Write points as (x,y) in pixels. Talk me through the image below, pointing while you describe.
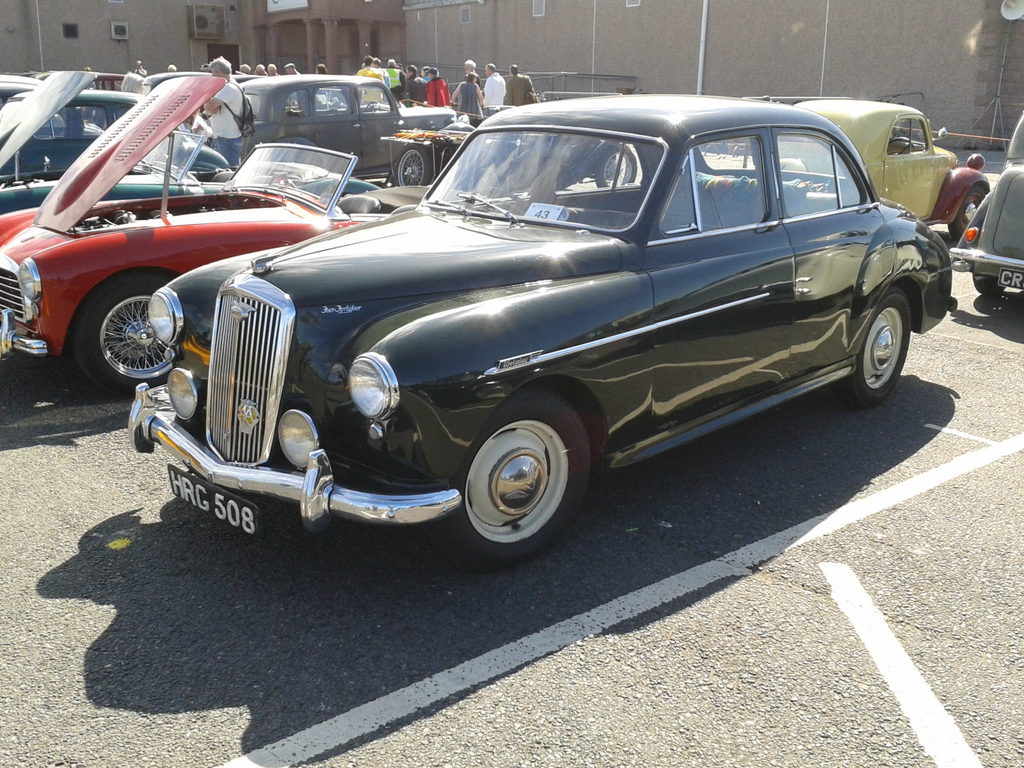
In this picture I can see cars (473,283) and people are standing on the ground (670,671). In the background (475,48) I can see buildings (466,39). Here I can see white color lines (845,507) on the road (535,663).
